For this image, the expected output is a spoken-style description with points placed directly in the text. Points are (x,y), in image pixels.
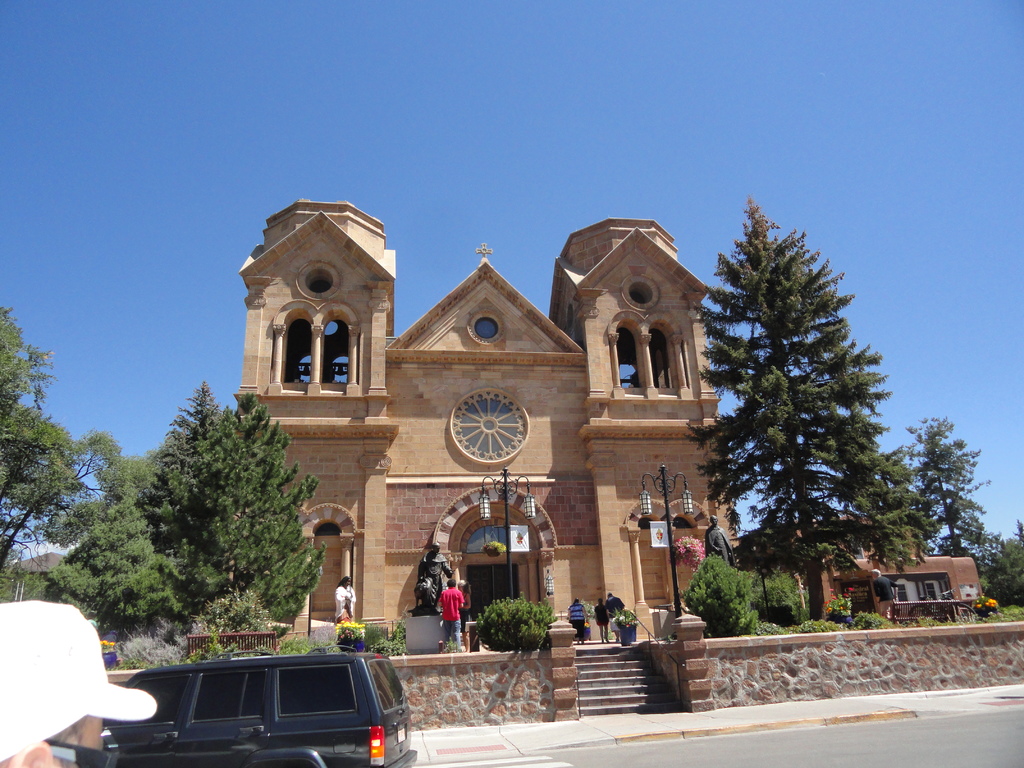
In this image we can see a building (489,486) and a house (912,593). There are many plants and trees (821,472) in the image. There is a vehicle (379,684) on the road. There are many people (597,608) in the image. There is a blue and clear sky (785,100) in the image. There are two lamps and two sculptures (433,580) in the image.
